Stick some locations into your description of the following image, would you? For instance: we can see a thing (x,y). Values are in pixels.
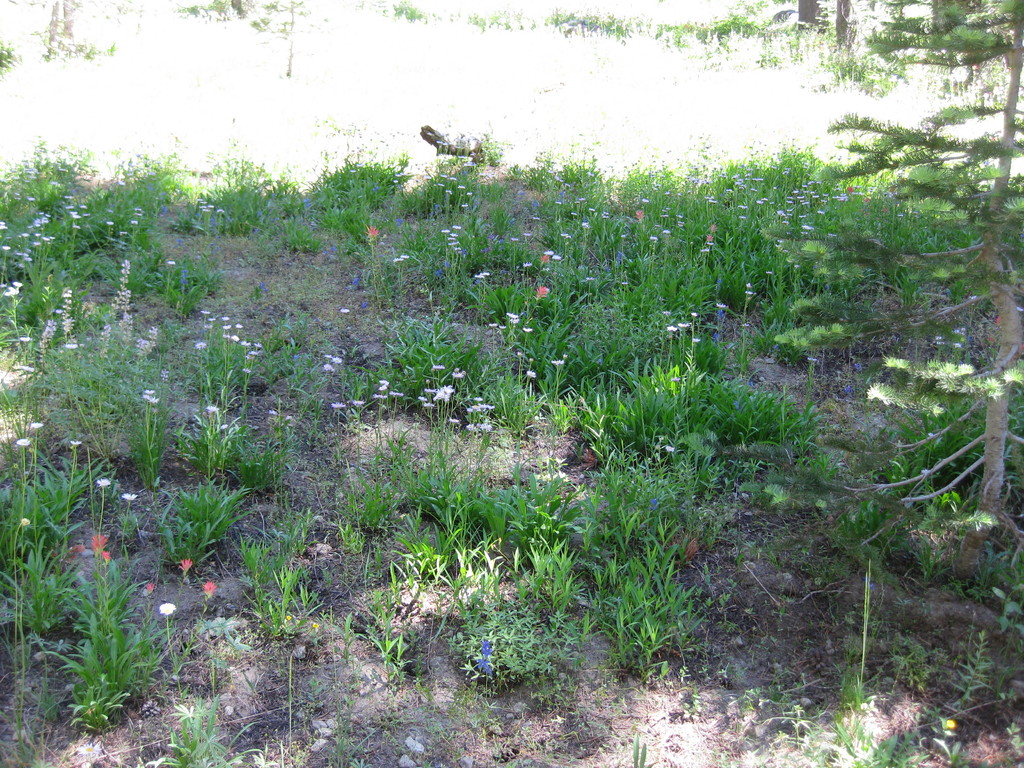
In this image there are plants (429,351) and flowers (440,275) and there is a log (465,152) which is brown in colour.
